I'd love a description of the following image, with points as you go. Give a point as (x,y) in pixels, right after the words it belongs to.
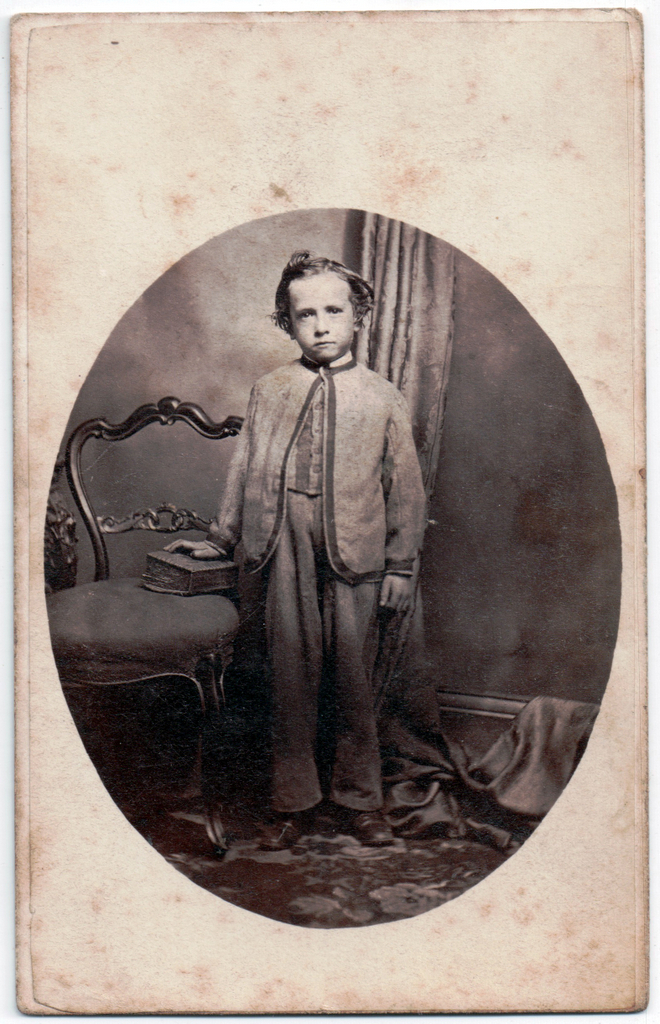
In this image, we can see a photograph (404,768) on the white surface (0,902). In this photograph (314,766), we can see a kid (311,507) standing on the carpet (358,848). Beside him there is a chair (197,620). We can see a book (196,585) on the chair (130,648). In the background (475,753), we can see a wall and curtain (496,816).
